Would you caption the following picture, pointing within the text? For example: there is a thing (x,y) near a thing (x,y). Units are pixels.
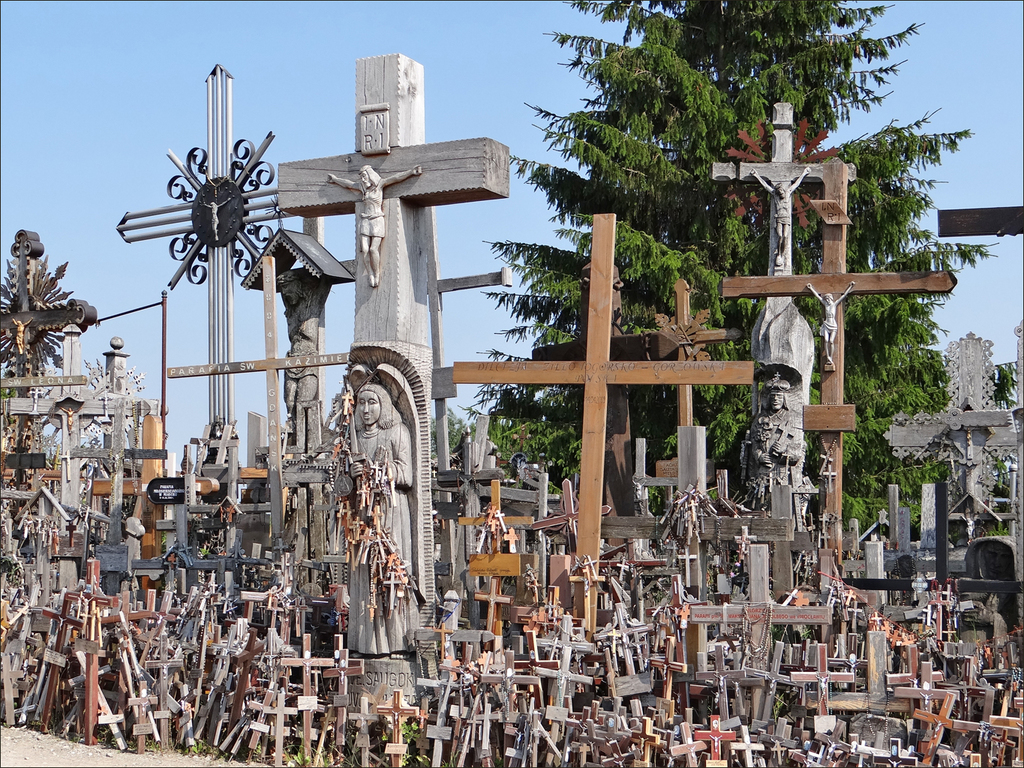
In this image we can see lots of crosses (868,664) and there are sculptures (394,522). In the background (703,202) there is a tree (638,125) and sky (341,60).
